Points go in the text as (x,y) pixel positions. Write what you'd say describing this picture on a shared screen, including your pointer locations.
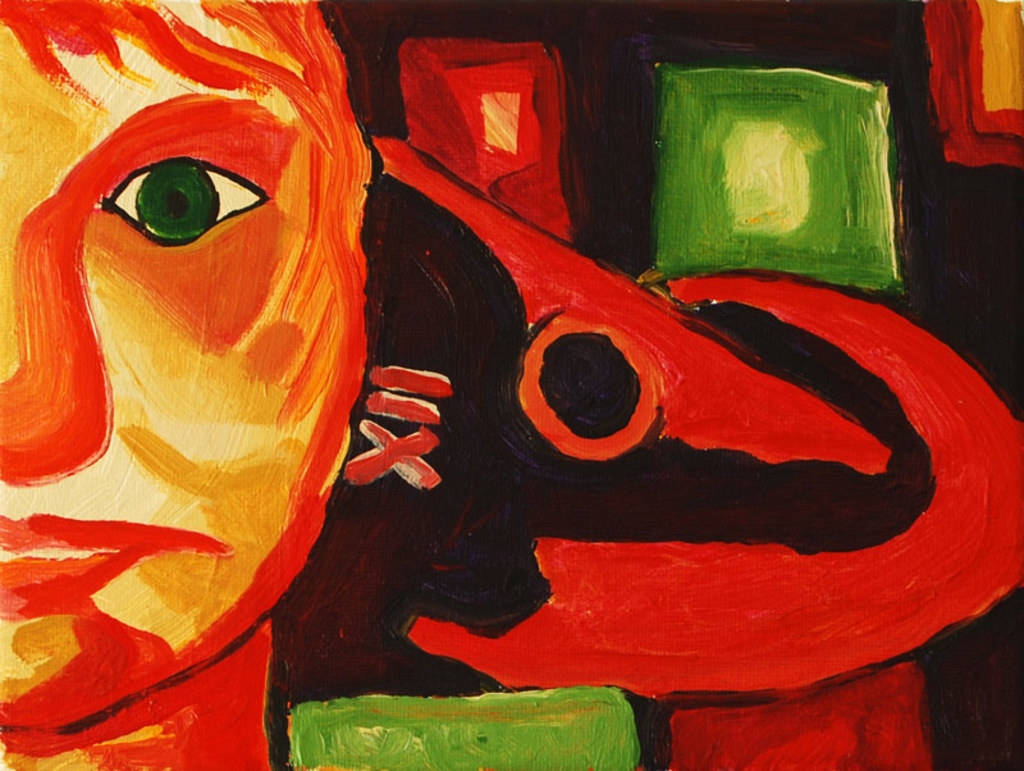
As we can see in the image there is a painting (515,259) of woman face (182,327).
